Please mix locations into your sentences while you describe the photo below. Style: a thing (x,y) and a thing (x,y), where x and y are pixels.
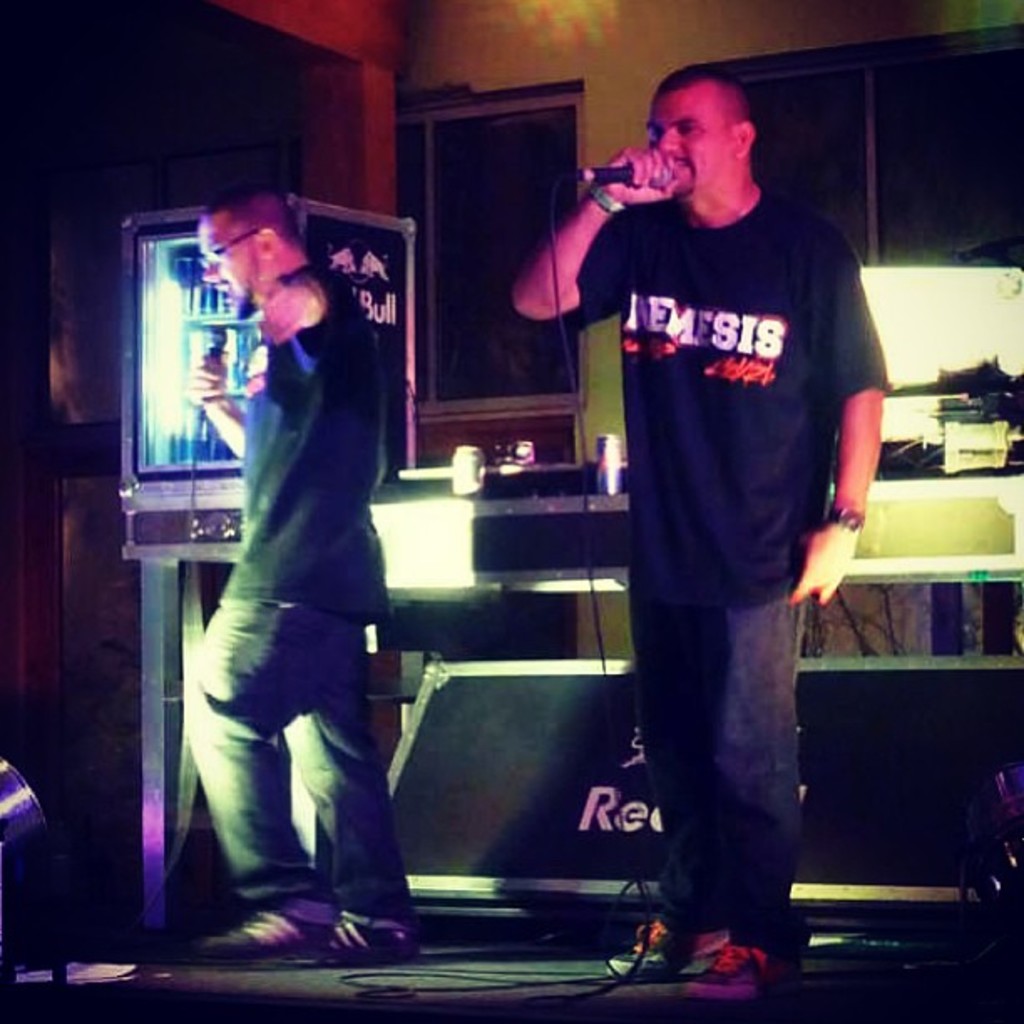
In the image we can see there are people (252,676) standing on the stage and they are holding mic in their hands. There is a box (245,325) in which there are juice cans (201,301) kept in it.
